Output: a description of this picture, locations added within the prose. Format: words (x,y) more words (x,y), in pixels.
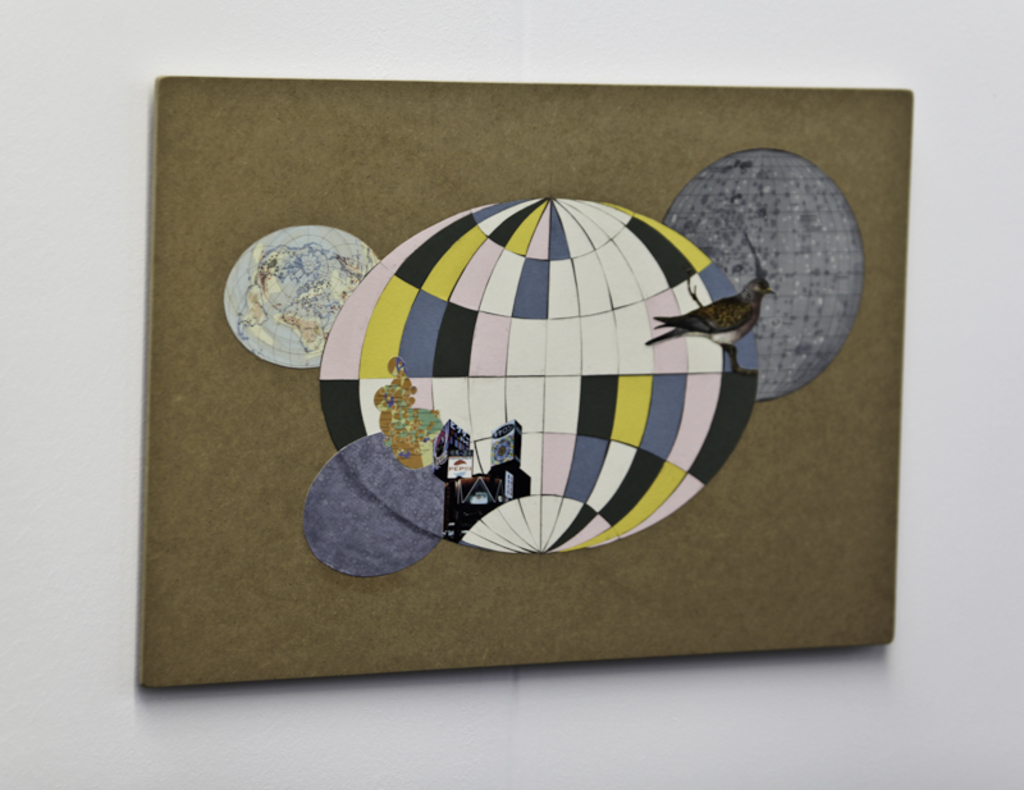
In this image I can see depiction of few things (507,433) and of a bird (703,316).
